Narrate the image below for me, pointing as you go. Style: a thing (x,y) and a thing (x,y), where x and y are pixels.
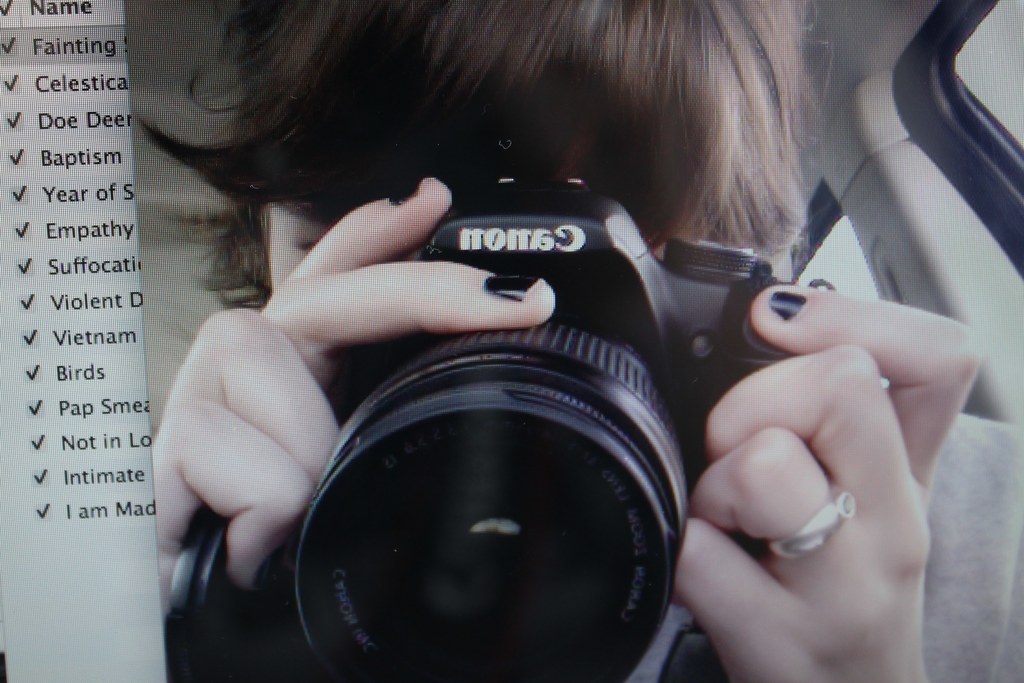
In the center of the image (516,344) a person (547,281) is holding a camera (666,318). On the right side of the image (977,105) window (995,100) is there. On the left side of the image (69,200) text (49,129) is present.
